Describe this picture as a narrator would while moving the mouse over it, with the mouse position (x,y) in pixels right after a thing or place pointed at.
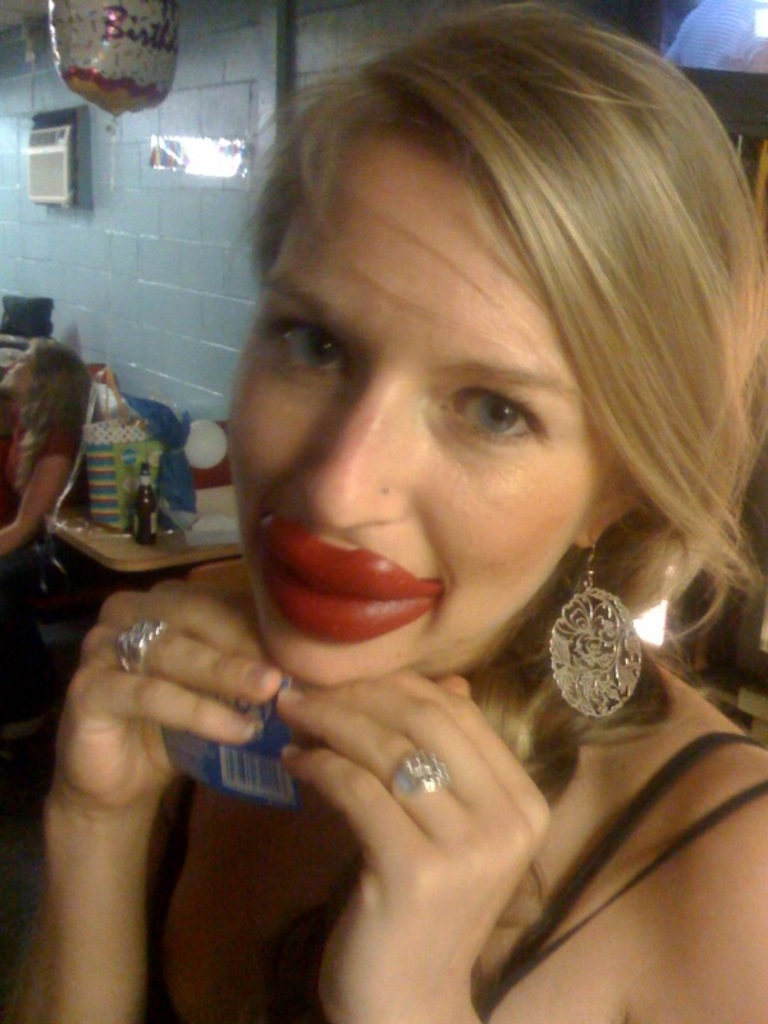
In this image I can see two people (158,601). I can see one person (79,676) holding the blue color object (183,768) and the person (151,744) having the rings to the fingers (328,781). In the background (119,539) I can see the table (120,566). On the table (131,565) I can see the bottle (147,499), bag (99,466) and some objects (182,521). I can see the wall (244,202) in the back (27,90).
